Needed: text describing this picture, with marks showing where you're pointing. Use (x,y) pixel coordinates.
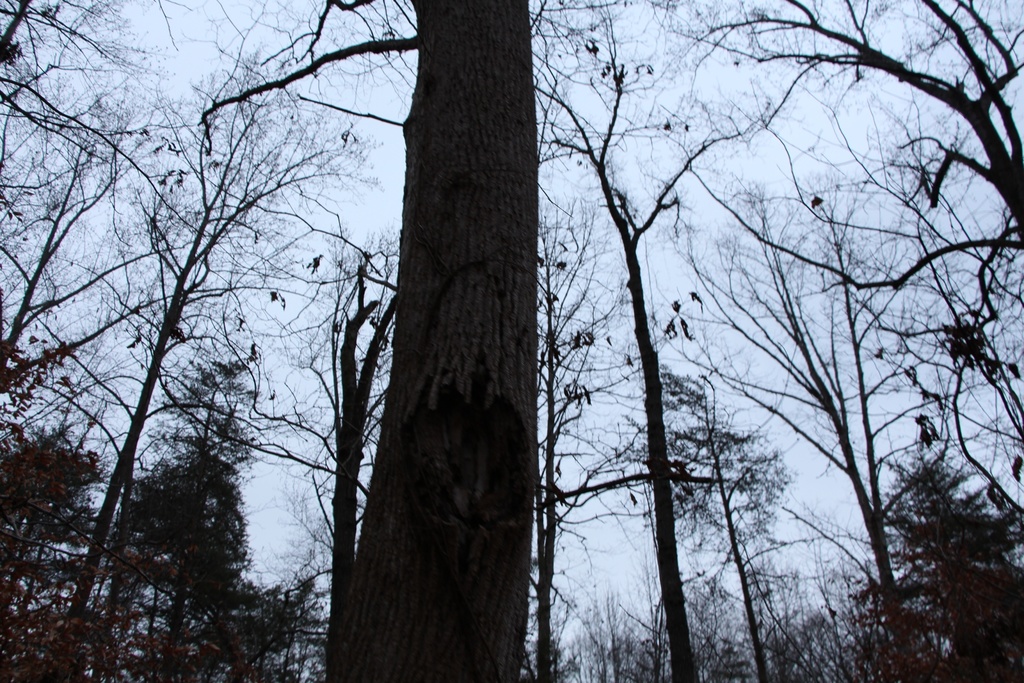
In this image, we can see there are trees (396,636) on the ground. And there are clouds (285,27) in the sky (236,37).
